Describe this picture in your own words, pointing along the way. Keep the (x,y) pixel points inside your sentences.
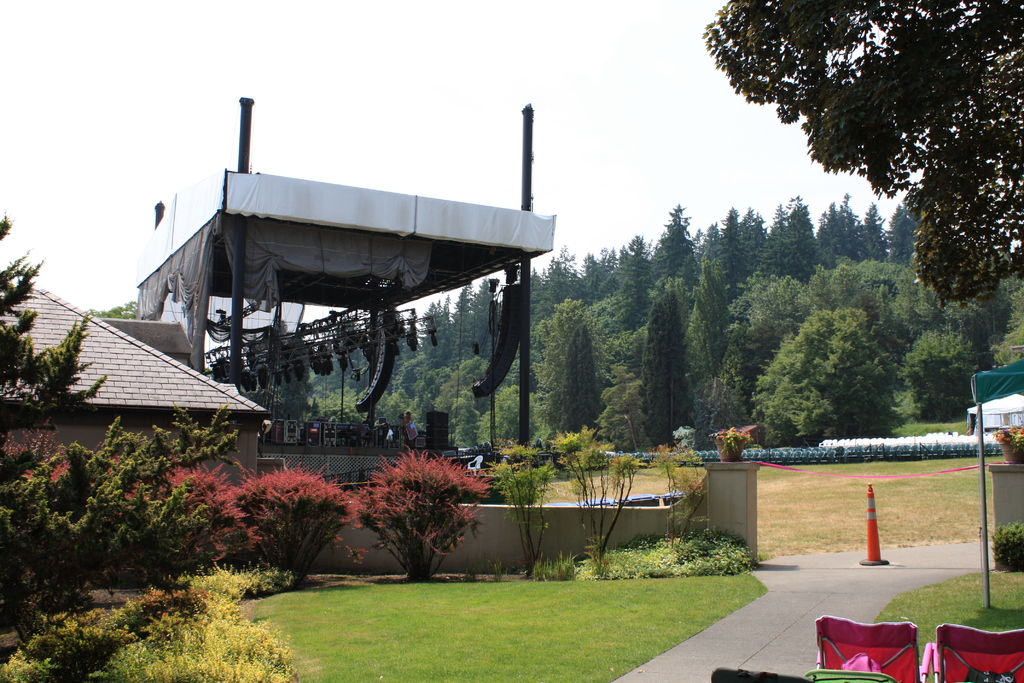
In the image there is a grass surface (425,601), plants (427,536), trees (627,340), chairs (944,629), a roof (234,205) and under the roof (274,202) there are some objects (375,359).
